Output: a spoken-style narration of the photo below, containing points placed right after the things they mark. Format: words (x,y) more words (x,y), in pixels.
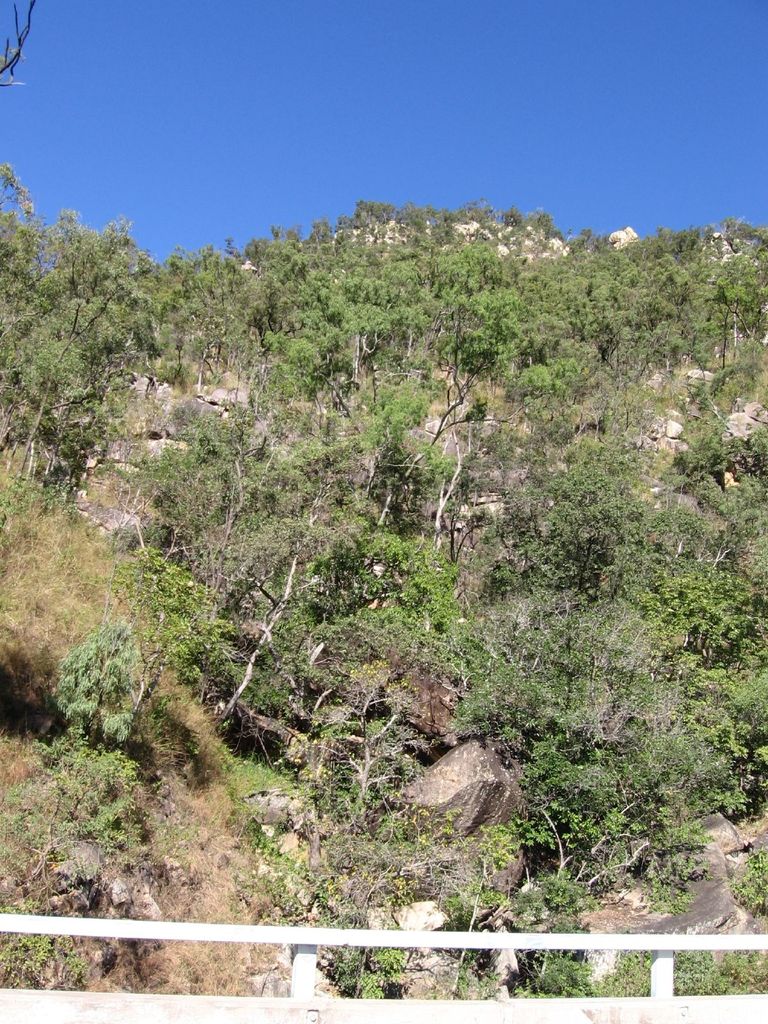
In this picture we can observe some plants (401,476) and trees (474,633). There is a white color railing (125,926). In the background (192,417) there is hill (68,510) and sky (346,132).
